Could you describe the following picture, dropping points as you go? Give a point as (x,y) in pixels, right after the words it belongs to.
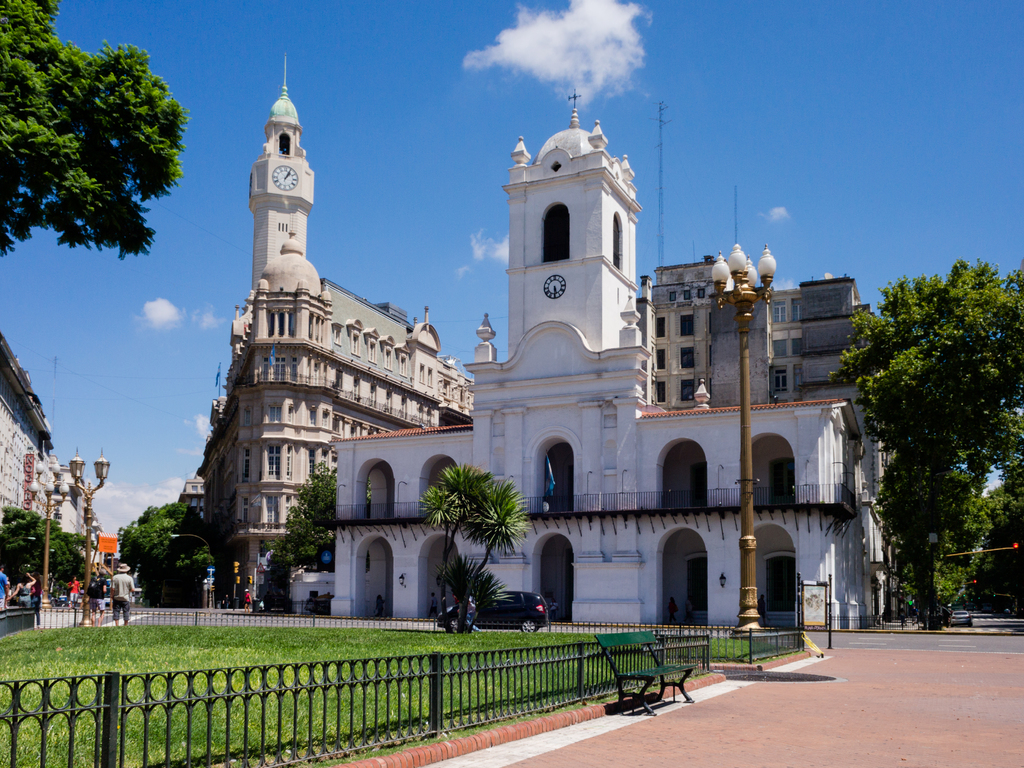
In this image I can see a bench (681,684). On the left side (214,659) I can see the rail (296,687) and the grass (214,659). In the background (416,483), I can see the buildings (594,485), trees (918,529) and clouds (561,81) in the sky (464,60).
